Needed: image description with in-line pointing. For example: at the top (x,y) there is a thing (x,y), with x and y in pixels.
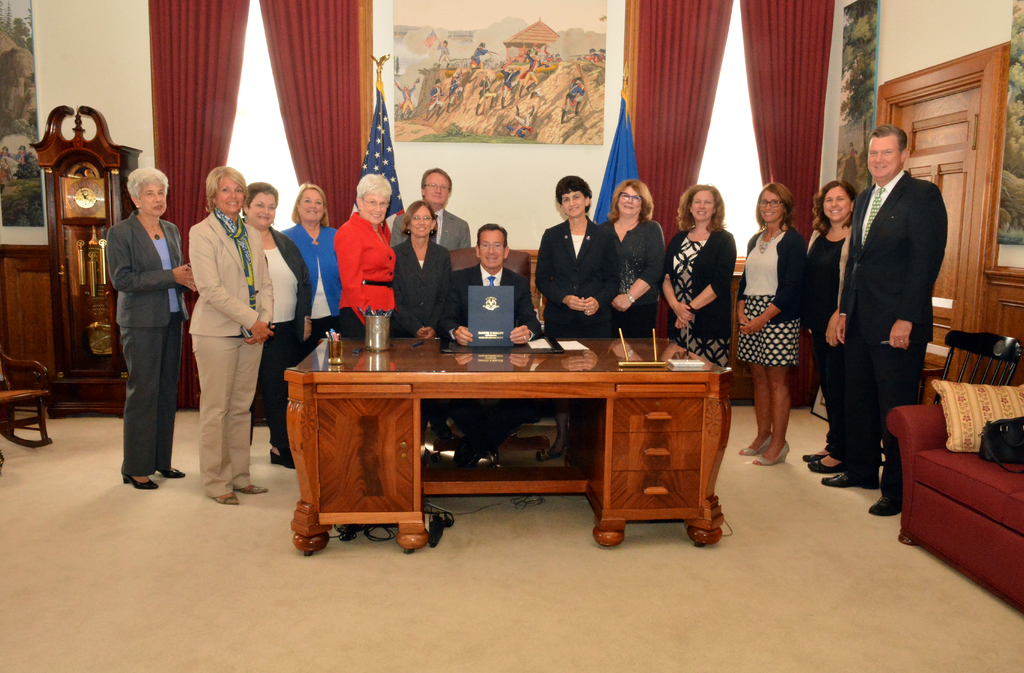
I can see in this image a group of people (551,236) are standing and the person (481,261) in the middle (503,268) is sitting on a chair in front of a table (470,367). On the table (447,373) we have few objects (459,343) on it. In the background (340,65) I can see there is the flag (386,144), curtains (660,67) and a photo (502,93) on a wall (42,46). On the right side (983,492) there is a couch (975,494) and a door (948,228).
